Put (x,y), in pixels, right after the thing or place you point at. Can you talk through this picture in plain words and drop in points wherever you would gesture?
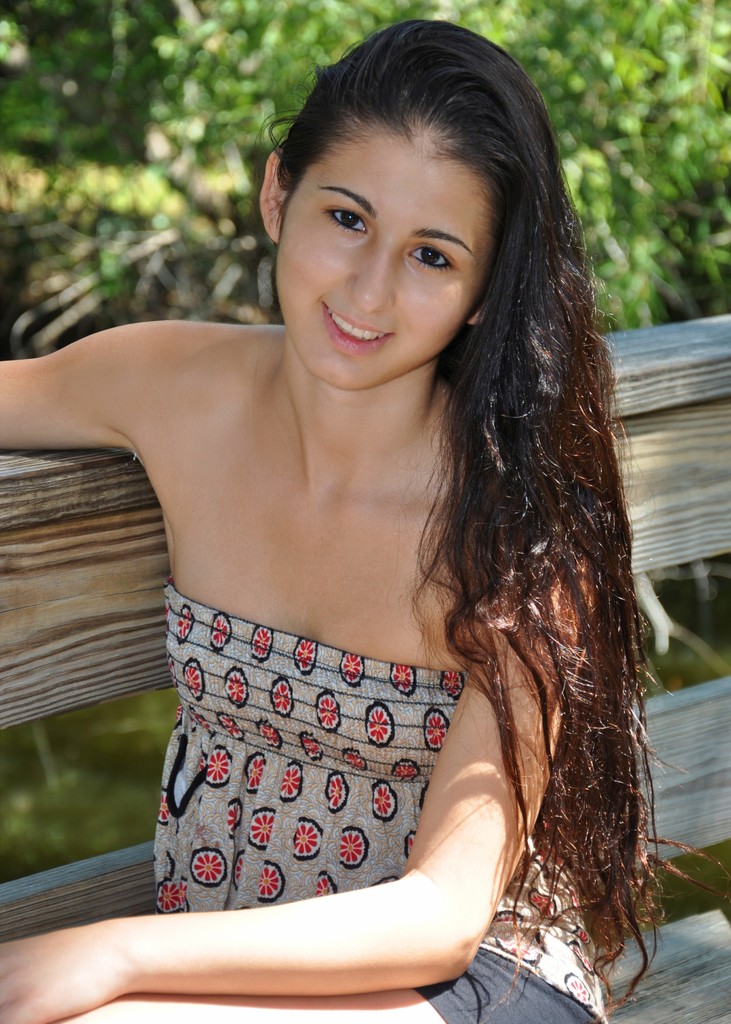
In this image we can see a lady (304,641) sitting on the wooden bench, behind her there are some plants (140,195), and the background (48,267) is blurred.
